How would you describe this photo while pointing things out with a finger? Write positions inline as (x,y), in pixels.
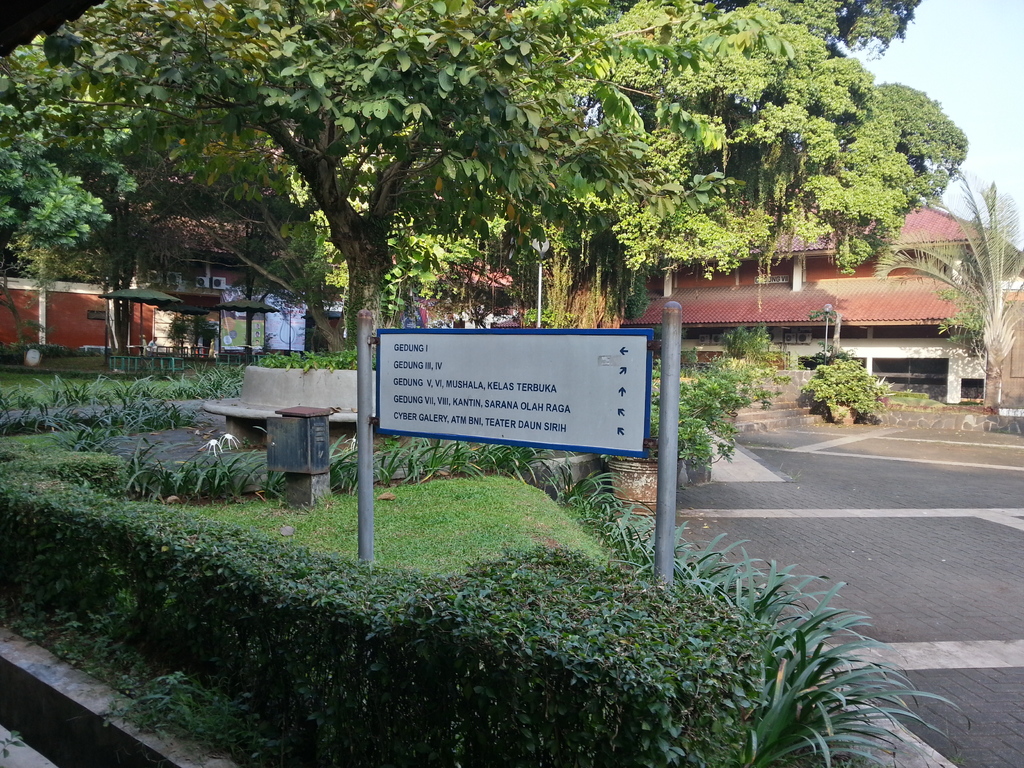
In the middle of the picture (387,425), we see a white color board (494,431) with some text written on it. At the bottom of the picture (343,617), we see shrubs (339,649) and grass (436,562). Behind the board (590,445), we see a black color box (280,434) and behind that, we see a bench (271,386). On the right side (875,521), we see the road (824,554) and plants (784,579). There are trees (67,153) and buildings (32,290) in the background (700,299). We even see the green tents (161,304) under which chairs (161,346) are placed. This picture might be clicked in the garden (329,574).
